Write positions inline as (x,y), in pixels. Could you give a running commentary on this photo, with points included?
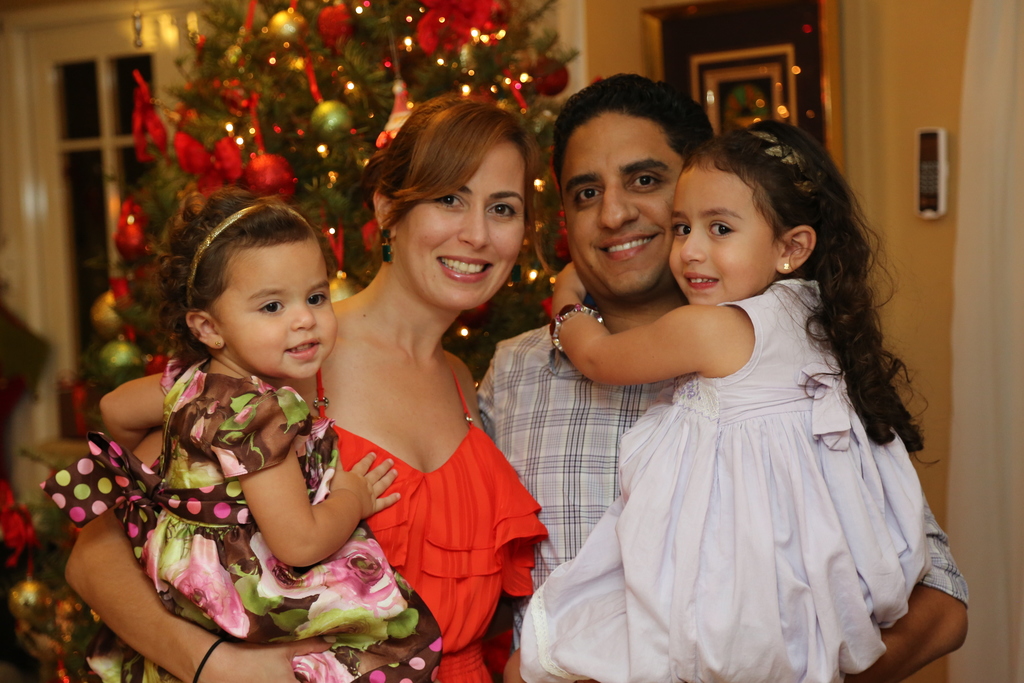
In this image I can see few people (428,253) and I can see smile on their faces (486,283). In the background (249,98) I can see a Christmas tree (224,157) and on it I can see decoration (252,100). I can also see this image is little bit blurry from background (61,435).
